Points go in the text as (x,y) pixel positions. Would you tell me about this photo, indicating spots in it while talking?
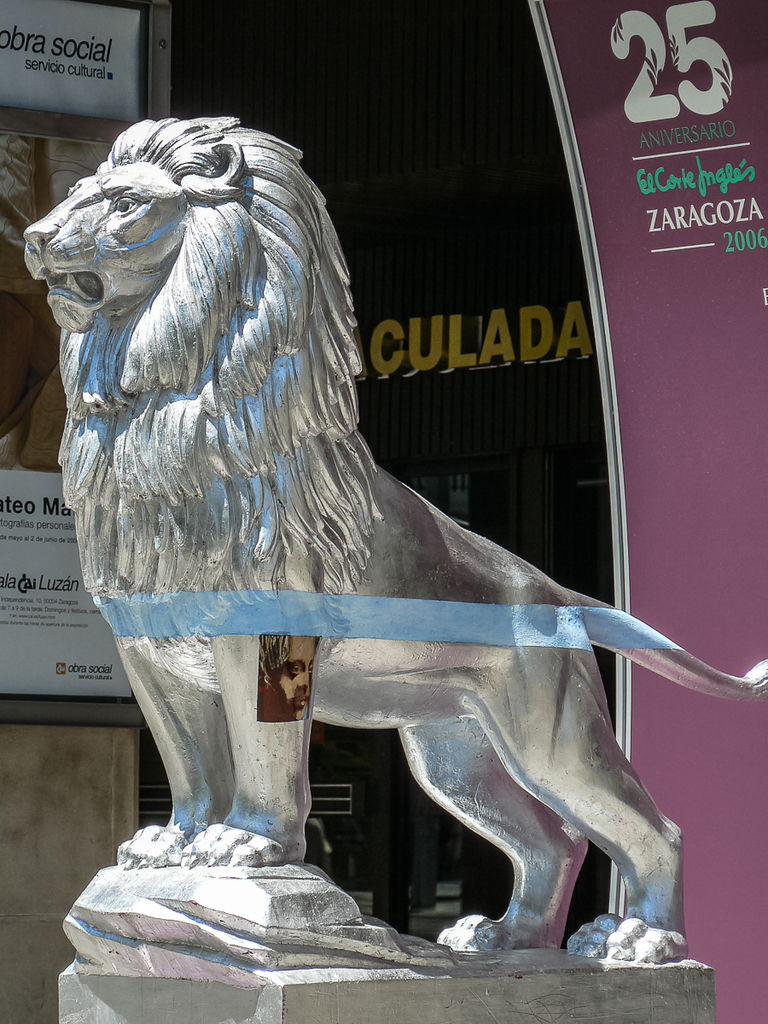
In this image, we can see a statue (283,948). We can see some boards (40,83) with text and images (2,176). In the background (475,232), we can see the wall (385,222) with some text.
